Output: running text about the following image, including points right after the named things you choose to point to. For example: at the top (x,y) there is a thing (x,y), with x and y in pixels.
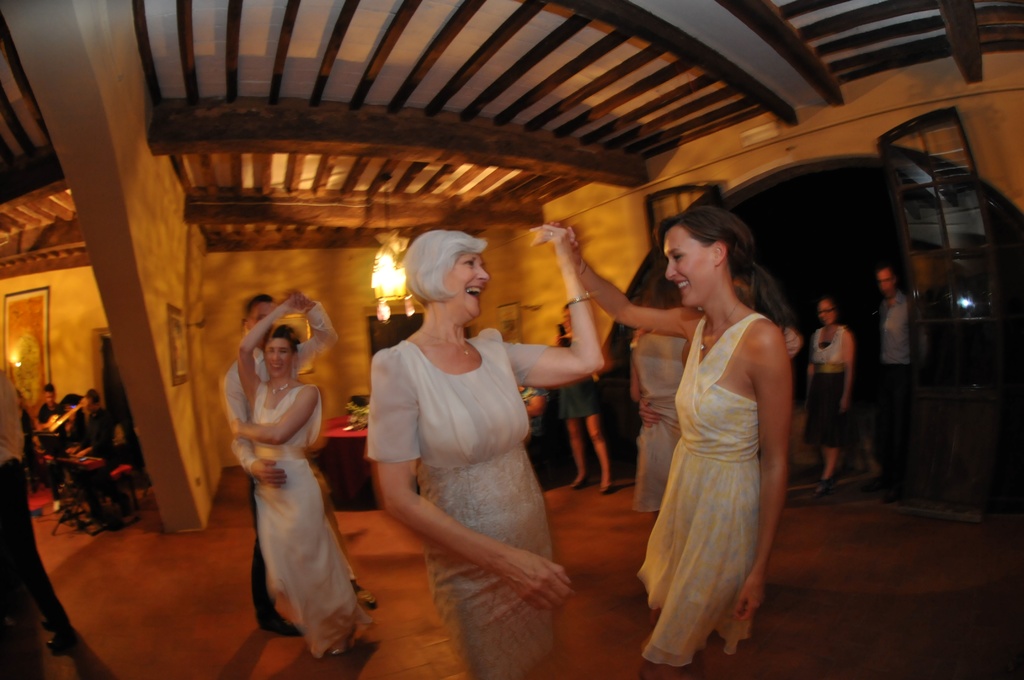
In this picture we can able to see few people (374,415) are dancing in the middle (402,373), at left corner of the image (55,502) we can see some people (108,496) are playing musical instrument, and at right corner of the image (897,410) we can see two people (908,317) are entering into the room (609,522), and we can find a ceiling light (376,291).
